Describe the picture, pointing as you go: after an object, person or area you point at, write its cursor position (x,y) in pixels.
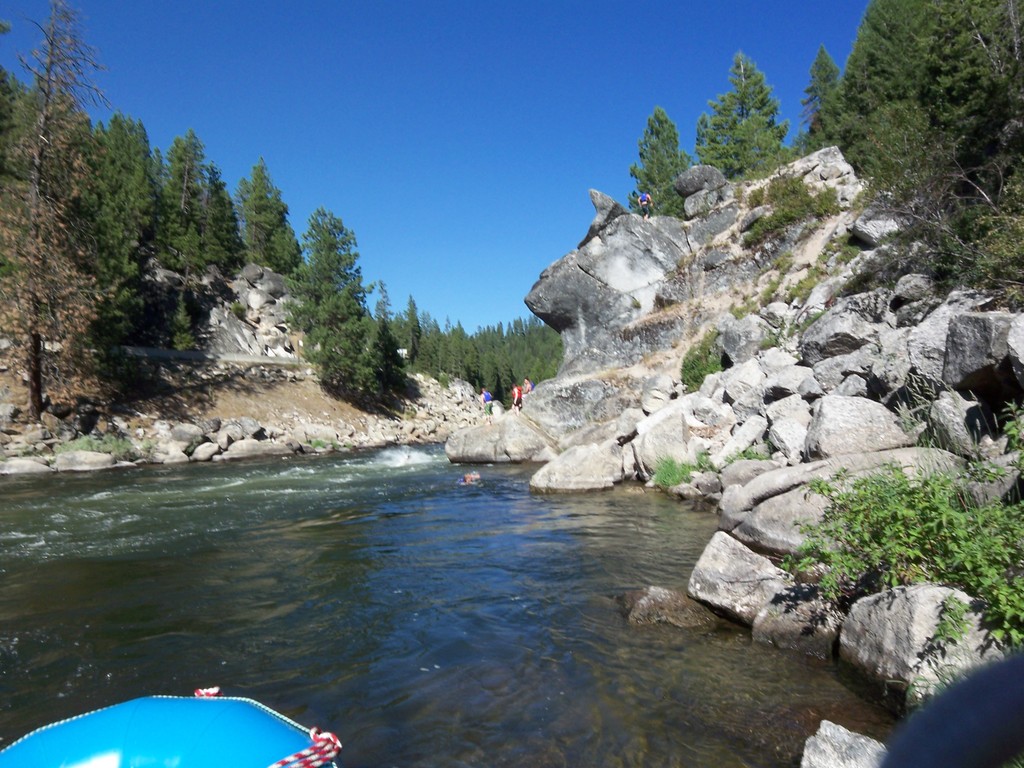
In this image, in the middle (414,485) there are stones (600,343), trees (417,341), people (486,395), water (488,504), waves (407,459). At the bottom (206,732) there is an object (314,738), stones (871,664), plants (883,557). At the top (456,190) there is sky (456,190).
